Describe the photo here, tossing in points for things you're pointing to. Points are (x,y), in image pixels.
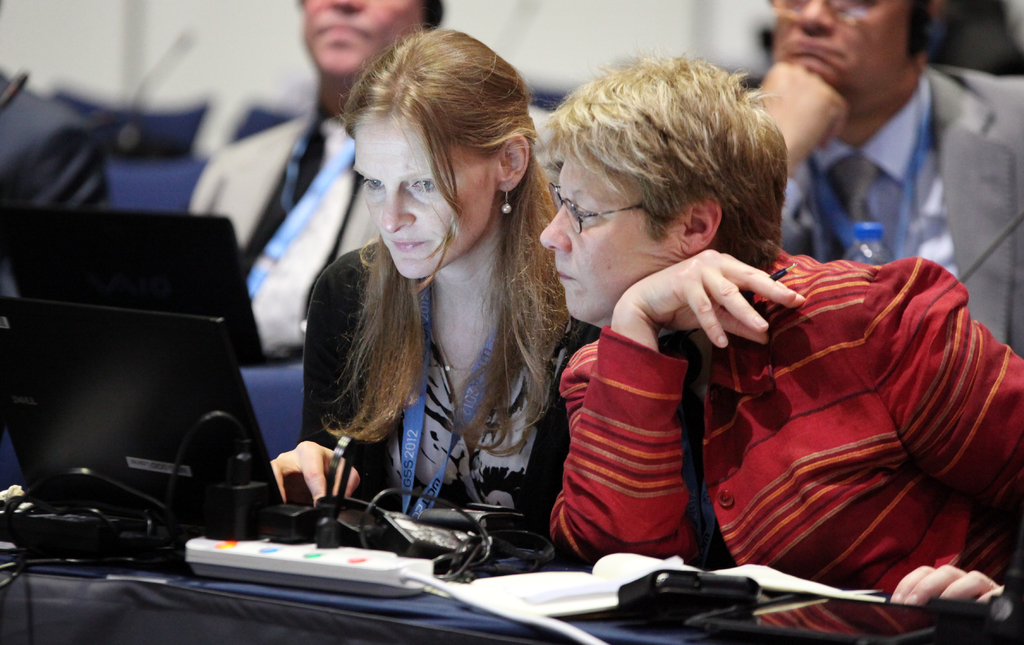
In this picture I can see there are two women (459,352) sitting on the chairs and the women (778,411) at the right side (708,368) is wearing spectacles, the woman (468,328) next to her is wearing an ID card (402,469) and there are few men (936,98) sitting behind her, there is a water bottle (860,250) at the right side (878,225). In the backdrop (269,60) there is a wall (216,80) and the backdrop of the image (580,3) is blurred.
